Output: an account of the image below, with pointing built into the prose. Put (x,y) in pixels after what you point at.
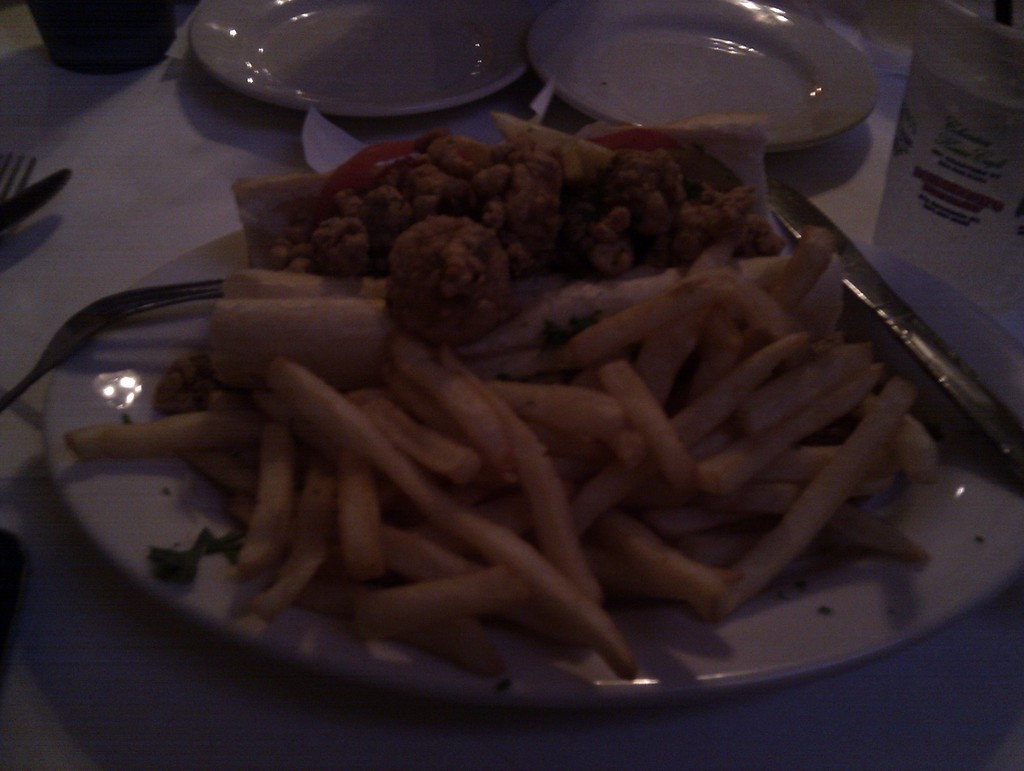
In this image I can see there is a table (122,192). On the table (579,753) there is a plate (523,647). And there is some food item (388,385) on the plate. And there is a fork (41,373) and some objects (1019,266).
